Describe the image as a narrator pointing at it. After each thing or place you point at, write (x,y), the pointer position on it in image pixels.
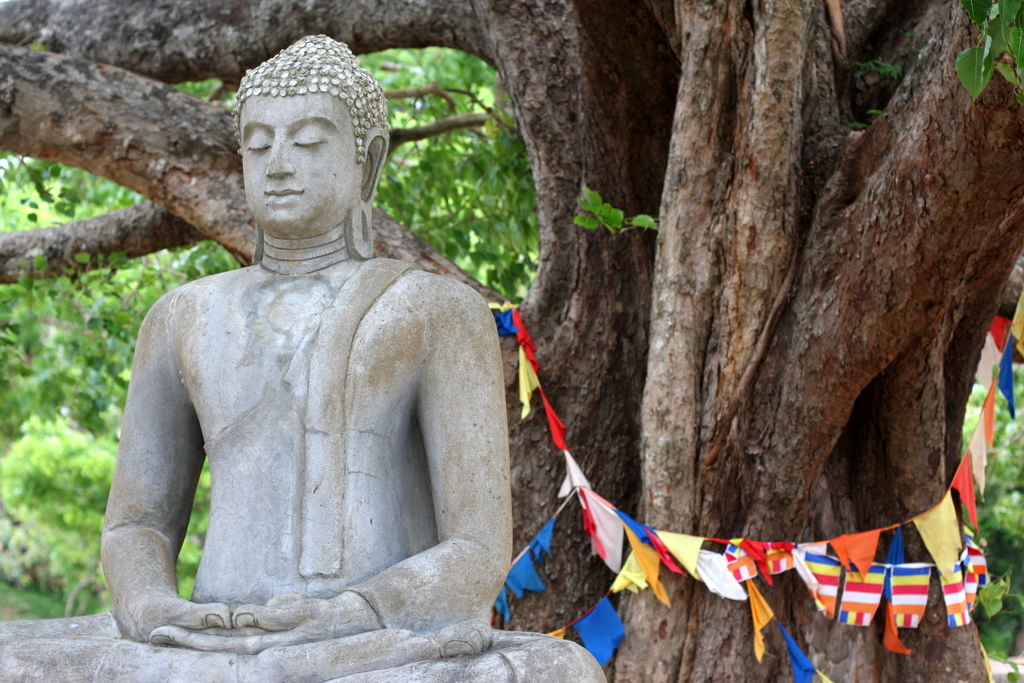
In this image I can see the statue of the Buddha (206,455). In the background (605,557) I can see few flags (811,552) in multi color and I can see few trees (506,185) in green color.
